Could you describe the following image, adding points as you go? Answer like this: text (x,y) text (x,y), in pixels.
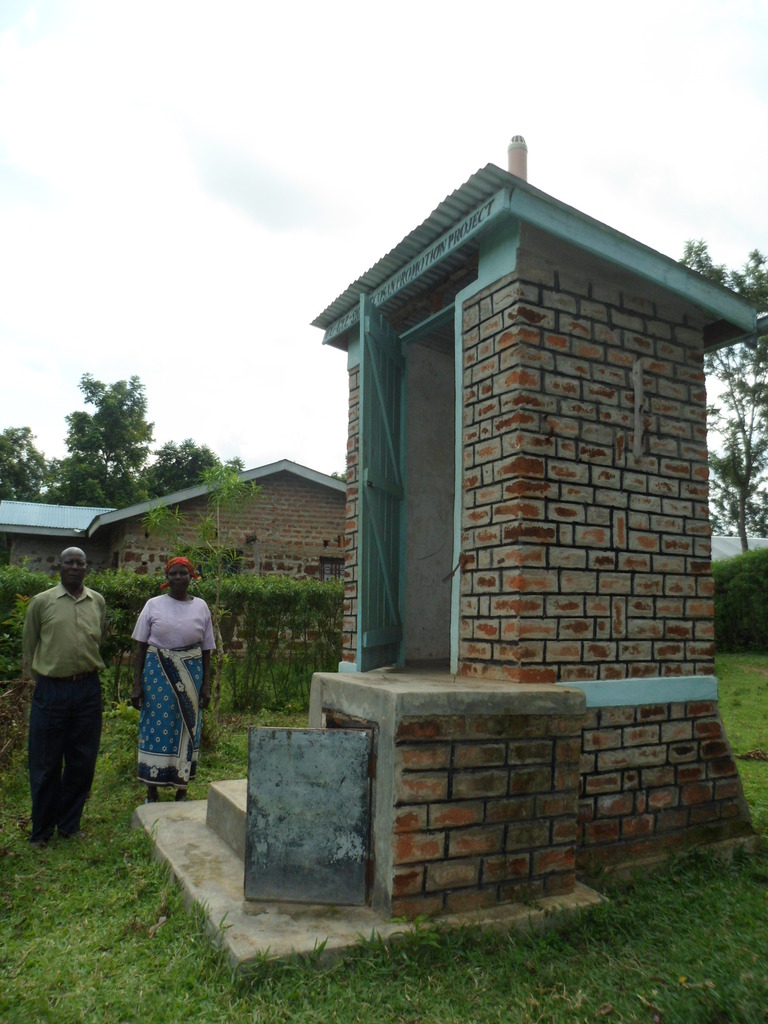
In this image in front (522,701) there is a building (482,530). Behind the building (515,757) there are two persons (161,674) standing on the surface (127,845) of the grass (120,864). In the background (266,620) there are trees (249,482), buildings (284,501) and sky (347,147).
